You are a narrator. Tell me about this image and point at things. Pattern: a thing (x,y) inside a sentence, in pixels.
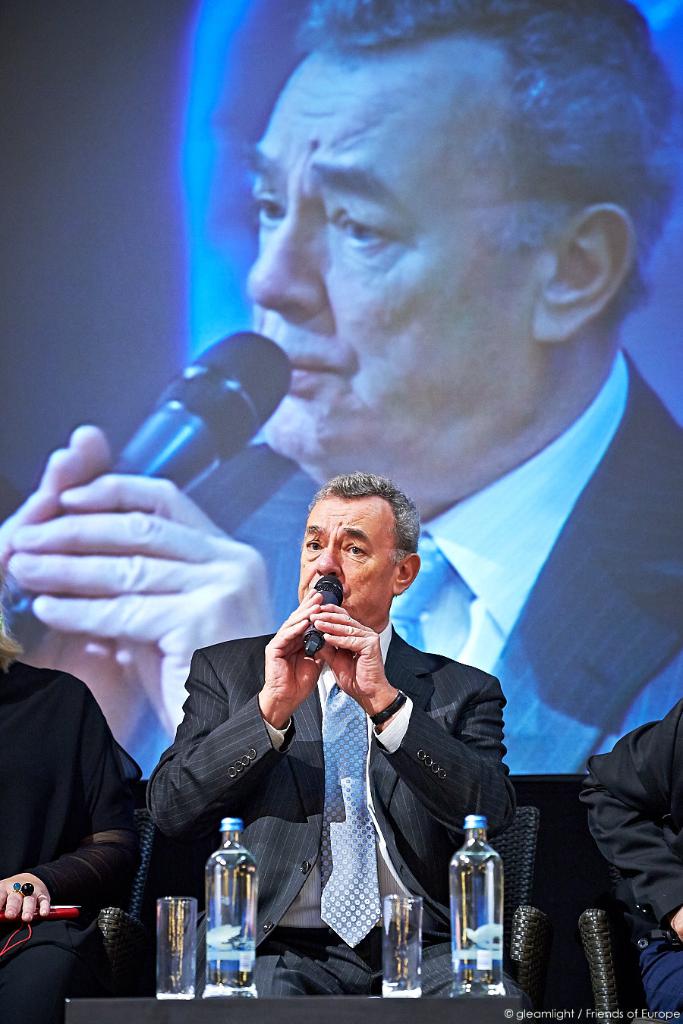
Here we can see that a man (465,677) is sitting on the chair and holding a microphone (309,636) in the hand (305,617), and in front (461,940) there are water bottles (462,965) and glasses (388,986) on the table (160,996) on it.
